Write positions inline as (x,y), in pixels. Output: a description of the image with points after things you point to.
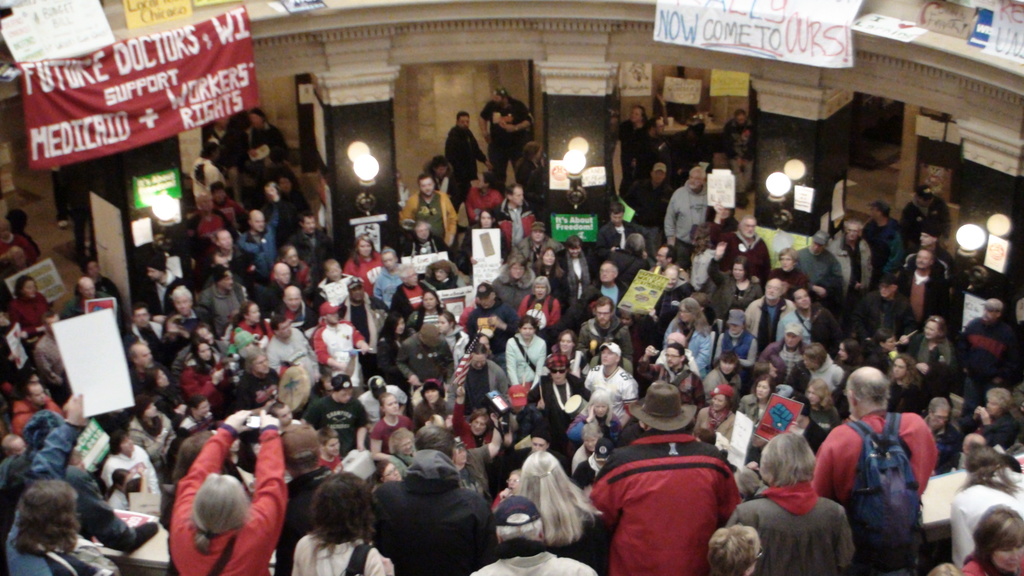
In the image there are many people (912,443) standing. There are few people (372,404) wearing hats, caps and bags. And also there are holding posters (111,335) and papers (103,331) in their hands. In the background (135,180) there are pillars (127,226) with lamps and posters (151,185). At the top of the image (417,31) there is roof (921,87) with banners (702,3) and posters (985,36) with something written on it.
